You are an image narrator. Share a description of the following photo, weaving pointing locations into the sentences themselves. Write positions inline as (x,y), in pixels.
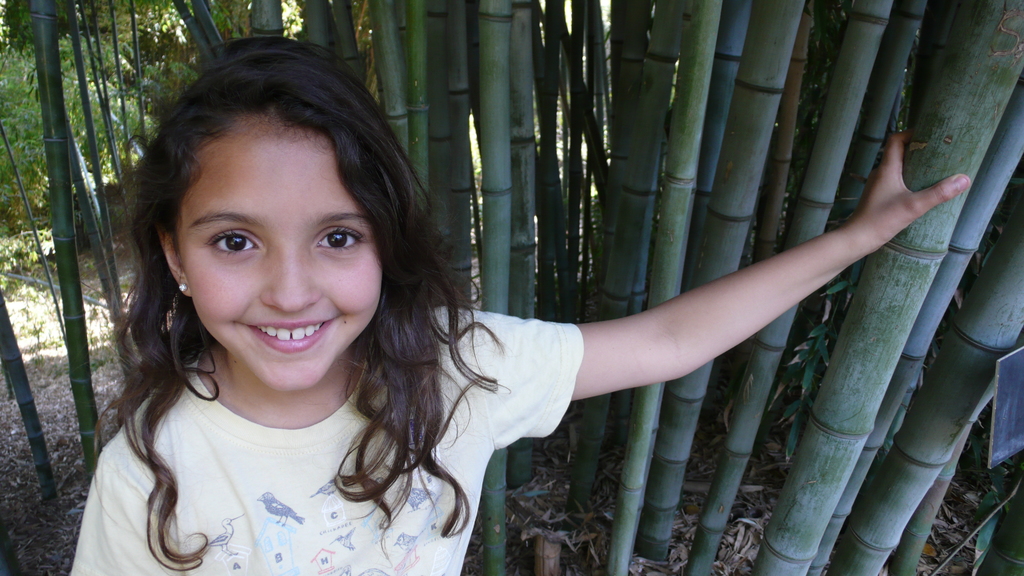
In this picture I can see on the left side (188,395) there is a girl (355,447), she is smiling, on the right side (908,180) there are bamboo trees (668,277).
